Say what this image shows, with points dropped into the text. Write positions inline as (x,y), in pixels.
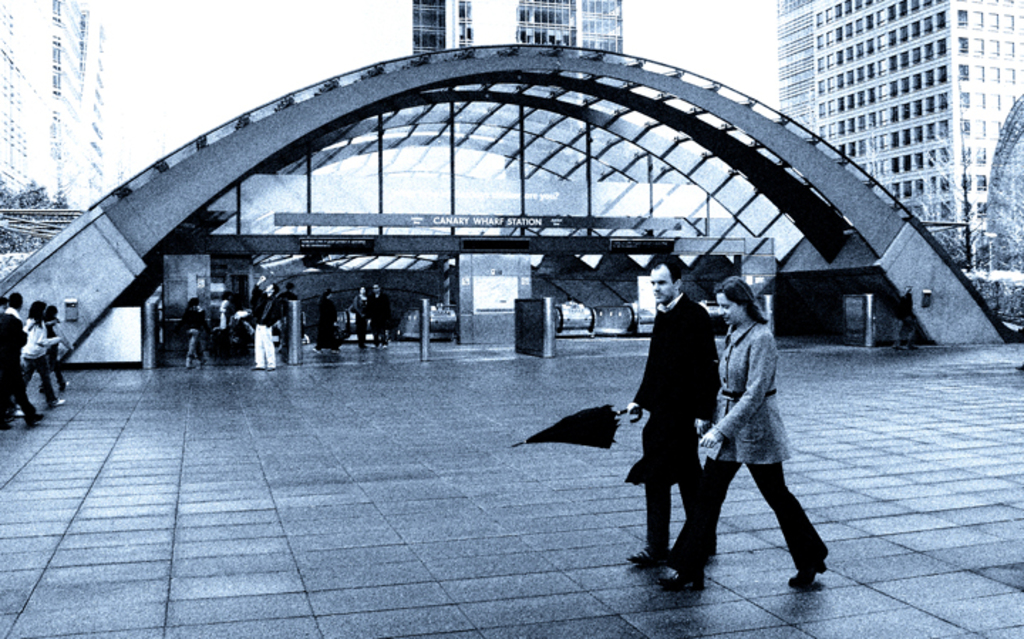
In this picture there is a woman (725,418) and a man (673,320) walking together holding a black umbrella (590,444) in the hand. Behind there is a arch design frame (699,136) and the group of people (193,333) standing and discussing something.
